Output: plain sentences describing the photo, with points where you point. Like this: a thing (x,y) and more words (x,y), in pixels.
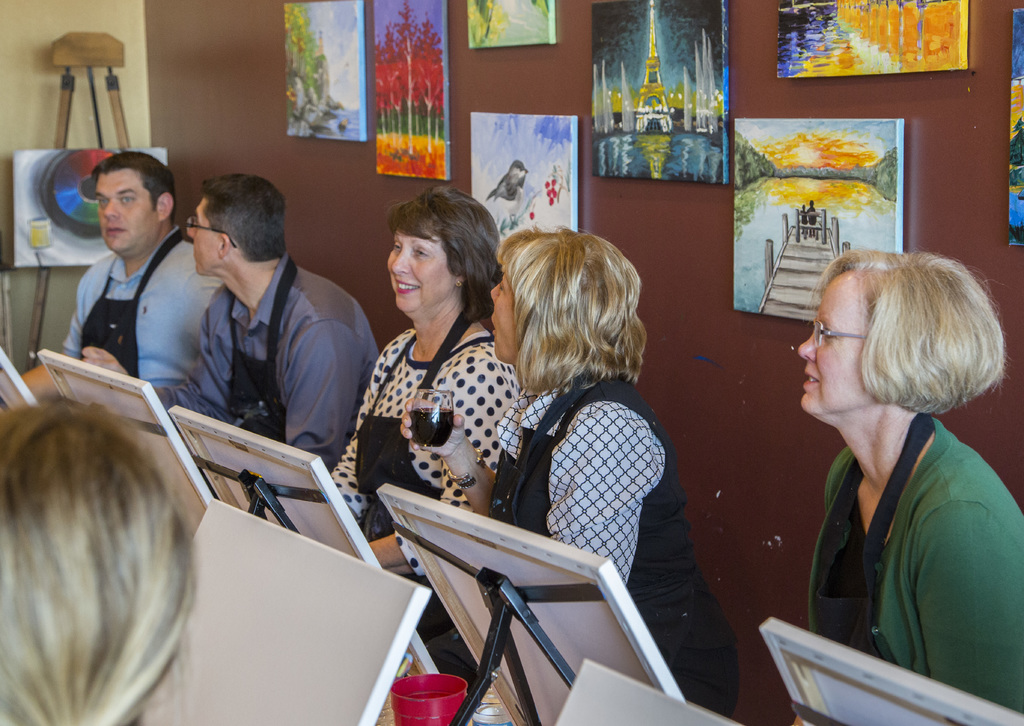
In this image I can see there are few persons (971,466) visible in front of the wall (1000,156) on the wall (583,73) I can see photo frames (393,132) attached to the wall (186,153) and in front of the persons (977,684) I can see canvases (587,618).
